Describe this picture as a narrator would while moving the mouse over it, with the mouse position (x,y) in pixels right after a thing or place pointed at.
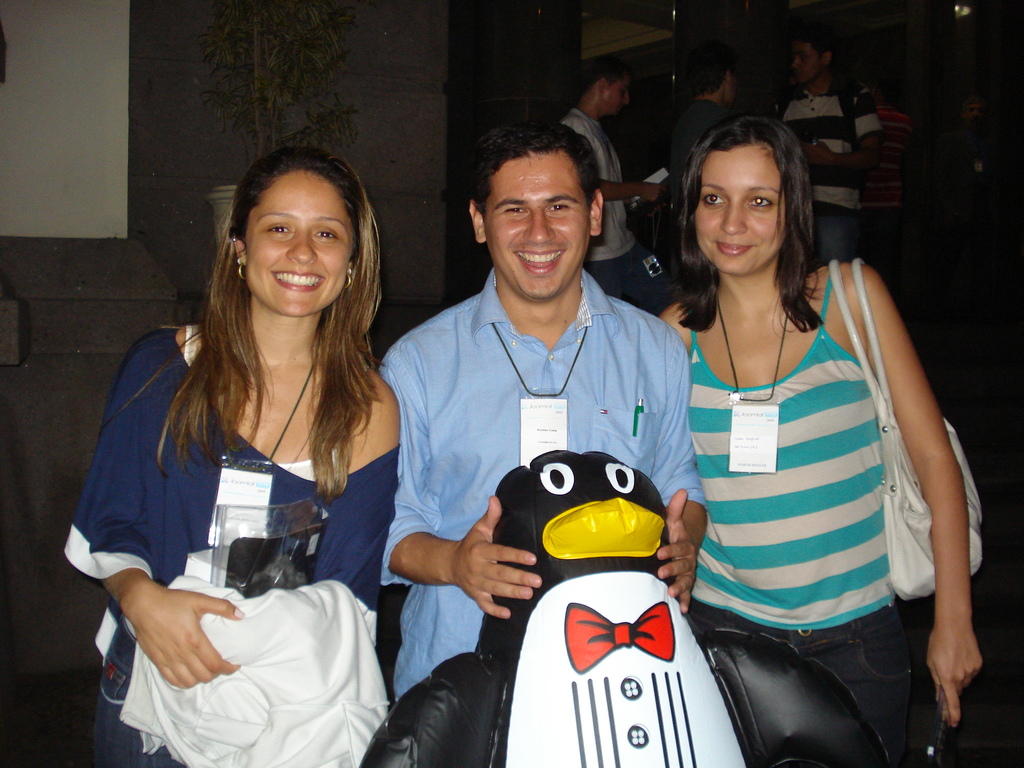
In the image we can see two women (166,626) and a man (643,460) standing, wearing clothes (757,501), identity card (554,418) and they are smiling, the women (372,517) are carrying bags (267,654). Here we can see air teddy (604,687). Behind them there are other people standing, wearing clothes (678,141) and the background (1003,33) is pale dark.
